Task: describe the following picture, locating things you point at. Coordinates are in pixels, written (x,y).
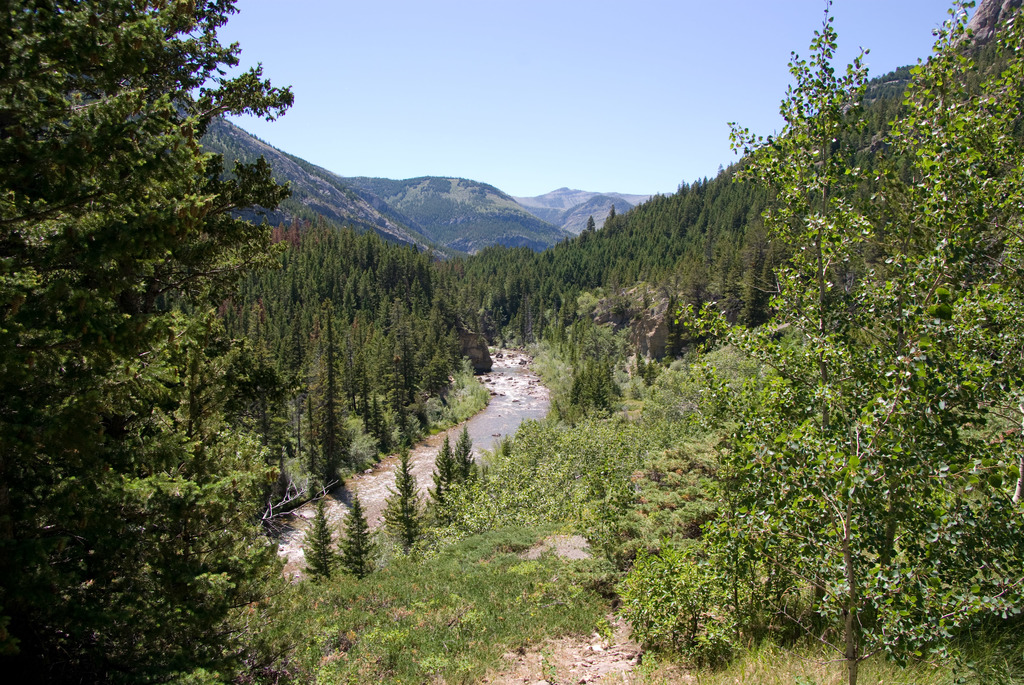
In this image we can see a river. There are trees (502,333). In the background (588,57) there are trees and sky (539,103).
